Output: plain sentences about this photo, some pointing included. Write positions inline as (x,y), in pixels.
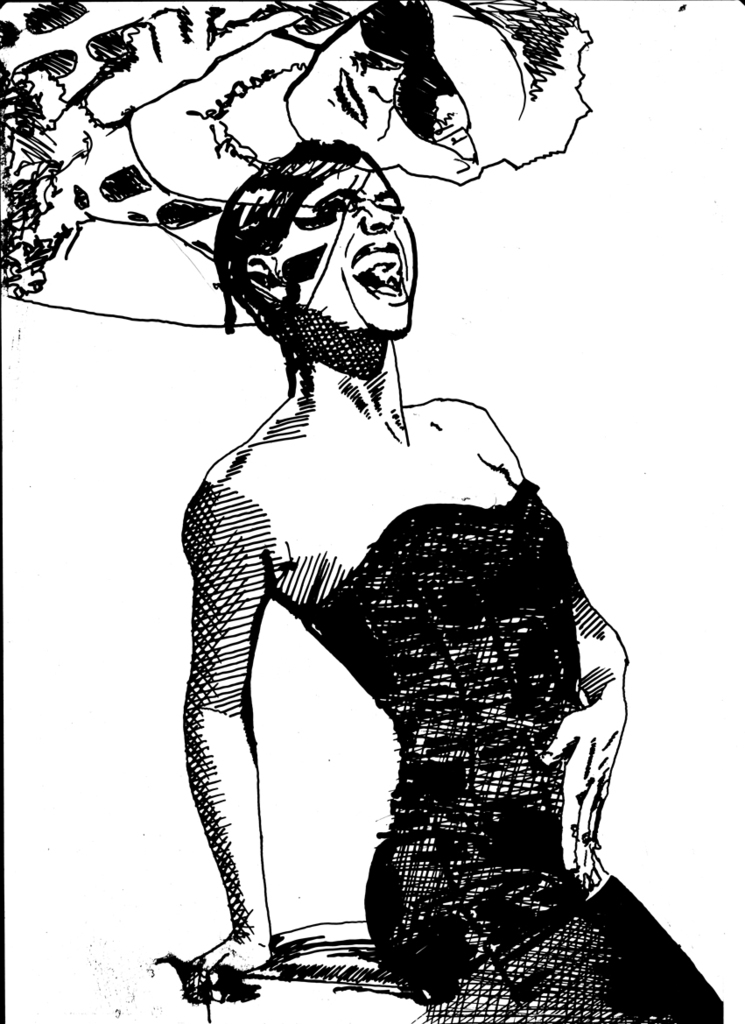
This is a sketch print image of a lady (484,472) and above there is another lady (256,97).
